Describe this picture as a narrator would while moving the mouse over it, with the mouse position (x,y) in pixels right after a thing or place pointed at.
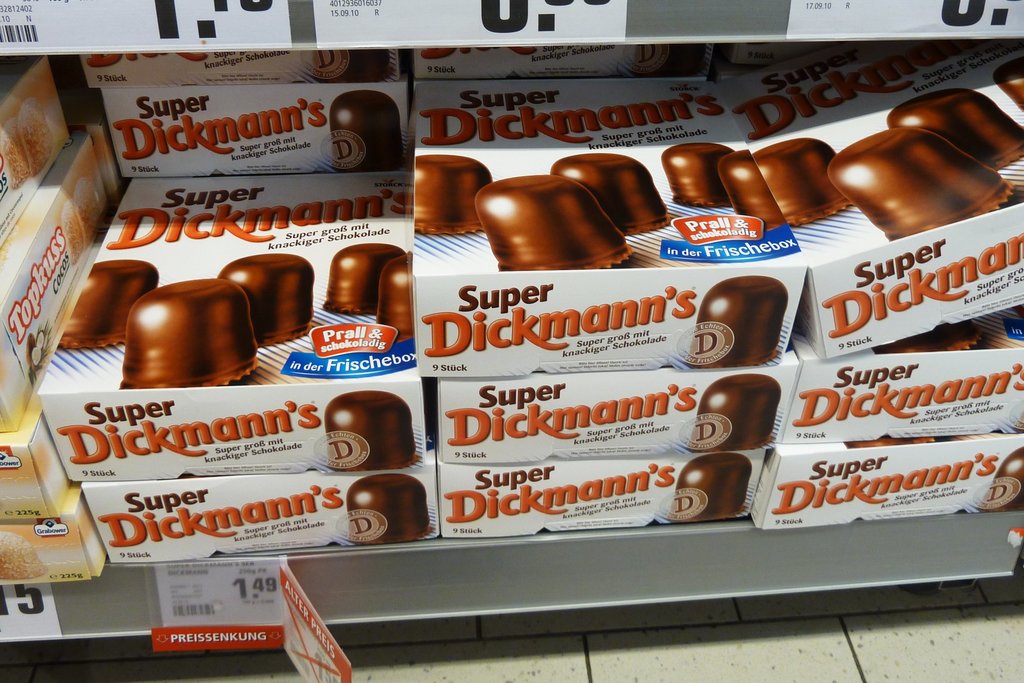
In this picture I can see number of boxes (534,277) on a rack (592,533) and on the boxes (87,136) I can see words (512,338) written, I can also see the pictures of food (944,175). On the bottom left side of this picture (238,631) I can see the price tags (36,620) and I can see the floor (630,644). On the top of this picture (278,30), I can see few more price tags (492,13).
